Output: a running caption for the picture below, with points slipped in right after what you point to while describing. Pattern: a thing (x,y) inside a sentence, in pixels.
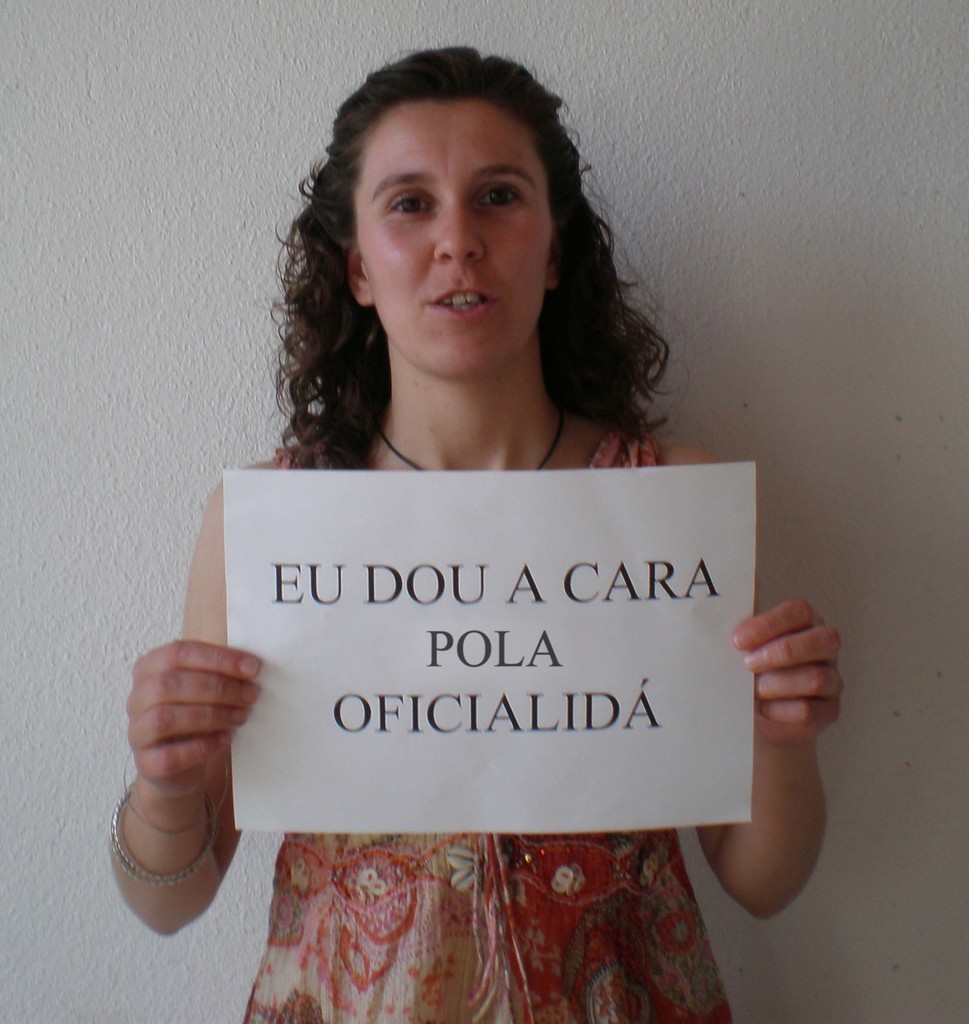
In this image, I can see the woman (605,886) standing and holding a paper (497,472) in her hands (813,728). These are the letters (616,699) on the paper (507,712). In the background (111,452), that looks like a wall (907,652), which is white in color.
